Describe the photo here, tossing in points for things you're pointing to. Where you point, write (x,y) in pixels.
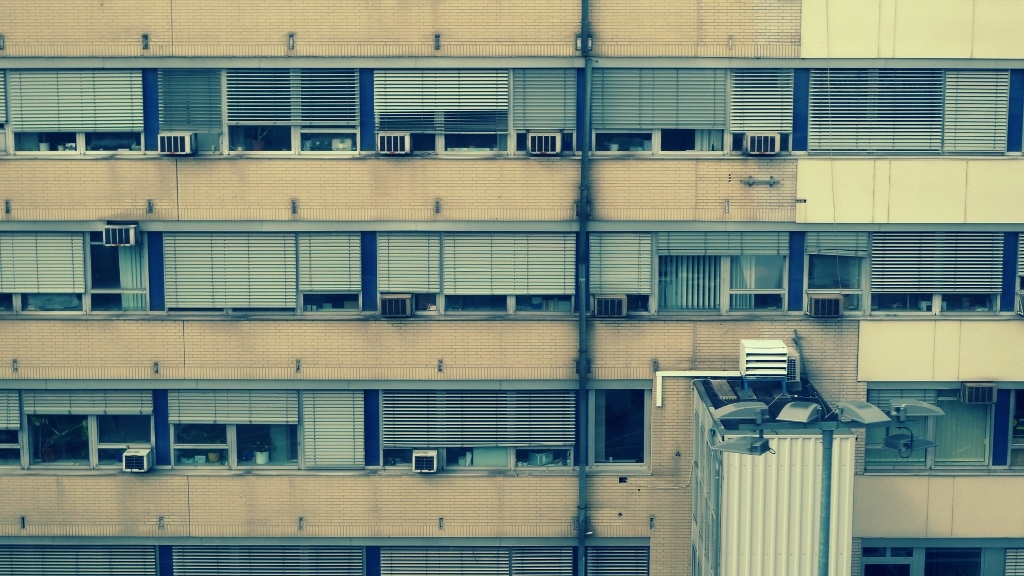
In this image, we can see a building (830,92) with the window blinds (554,93) and objects (778,140) attached to it. We can also see a white colored object (715,556) with some objects (734,414) placed on it. We can also see a pole (822,431) with some objects (897,411).
